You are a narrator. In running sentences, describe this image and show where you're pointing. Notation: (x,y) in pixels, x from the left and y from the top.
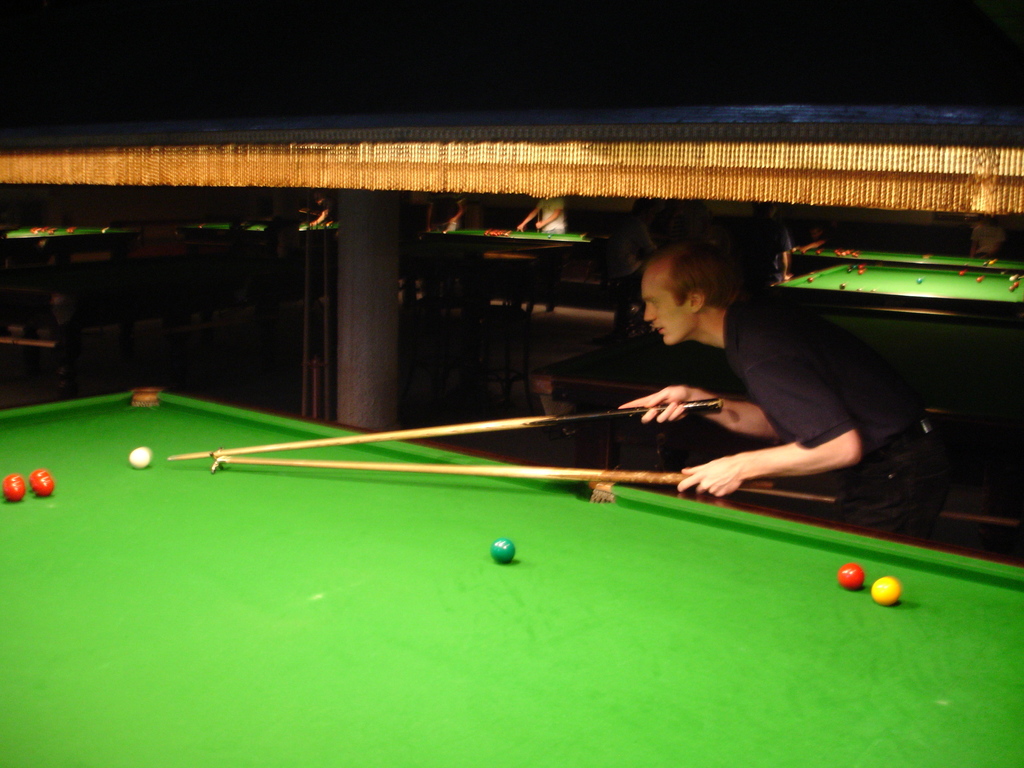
In this image In the right (808,383) there is a man (771,403) he is playing snooker game. In the middle (495,496) there is a snooker table (455,625) on that there are balls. In the back ground (473,251) there are many tables (945,284) and people (461,216) are playing game.
